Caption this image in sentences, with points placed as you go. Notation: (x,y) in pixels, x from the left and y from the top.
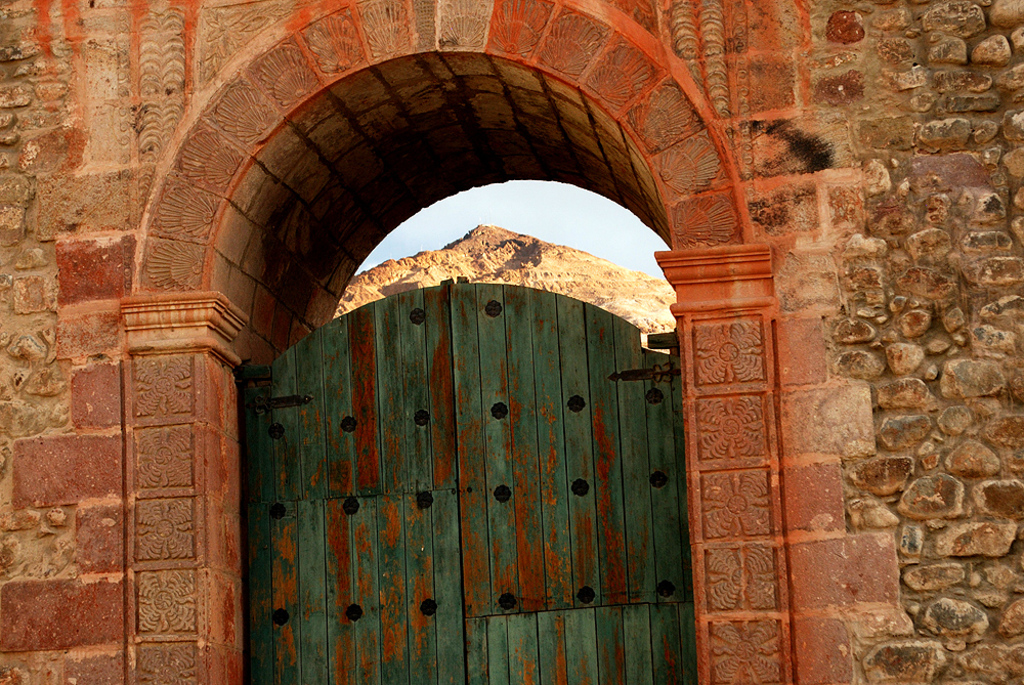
In this image we can see there is an arch (280,199) of a wall (726,316) and a wooden door (461,468) attached to the wall (768,521). Inside the door (481,301), we can see mountains (580,290) and sky (461,196).
